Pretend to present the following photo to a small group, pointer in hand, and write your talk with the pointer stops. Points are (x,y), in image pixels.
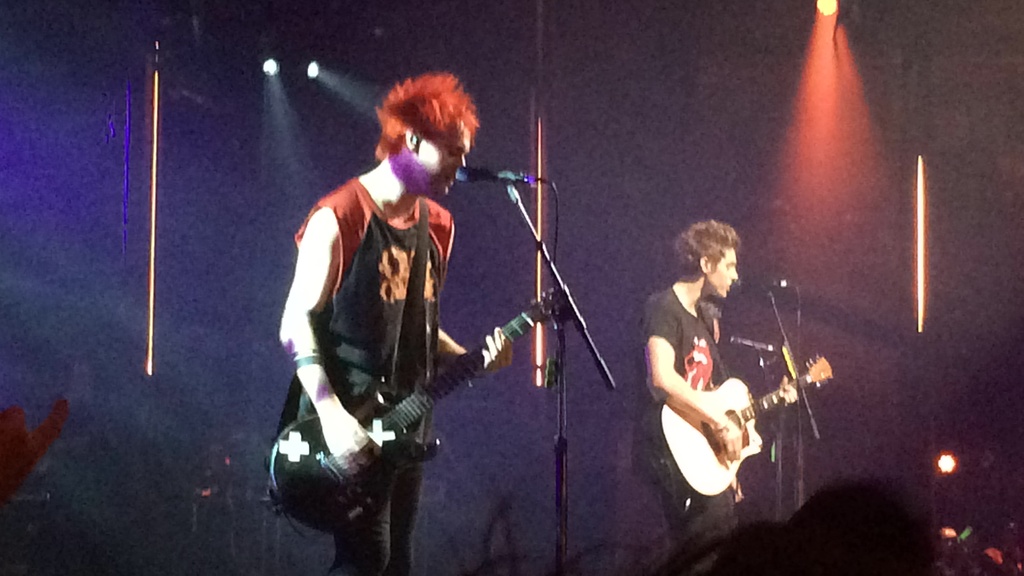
In this image there are two men (706,346) who are playing the guitar (330,463) and singing through the mic (456,176) which is in front of them. In front of them there is a crowd (882,530). At the top (810,51) there are lights (824,12).
